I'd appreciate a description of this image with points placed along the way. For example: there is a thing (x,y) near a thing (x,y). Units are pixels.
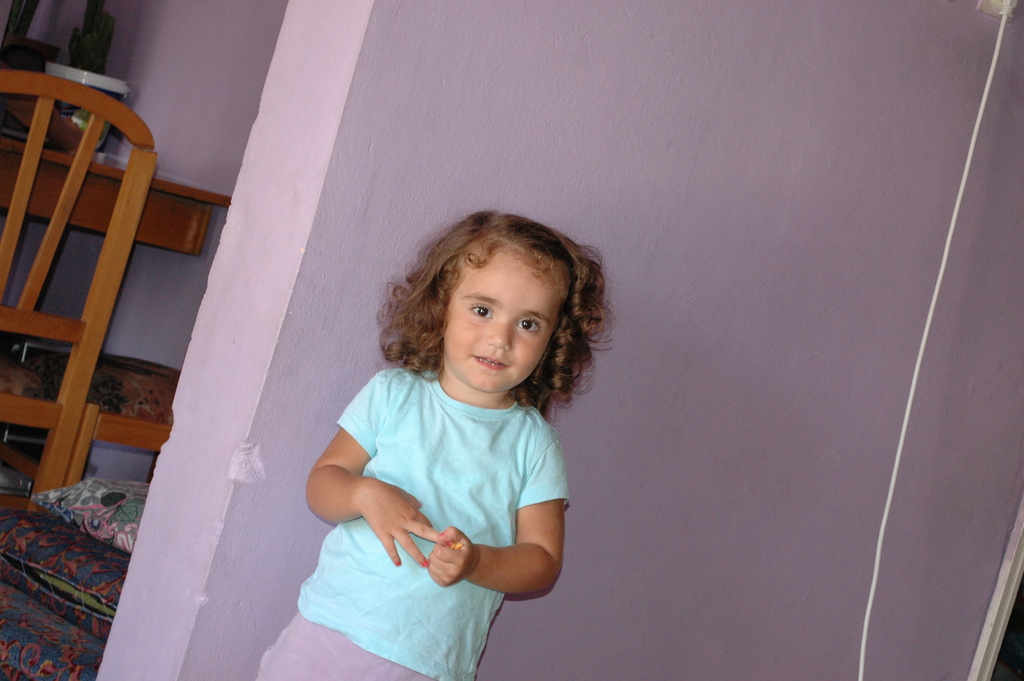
In this image we can see a kid (407,539) who is wearing blue color T-shirt (398,576), pink color short (293,656) standing near the wall (362,203) which is in pink color and in the background of the image (82,332) there is dining table (83,218), chairs (96,275), bed (25,600), pillows (64,562) and some objects (55,119) on table (54,189).
